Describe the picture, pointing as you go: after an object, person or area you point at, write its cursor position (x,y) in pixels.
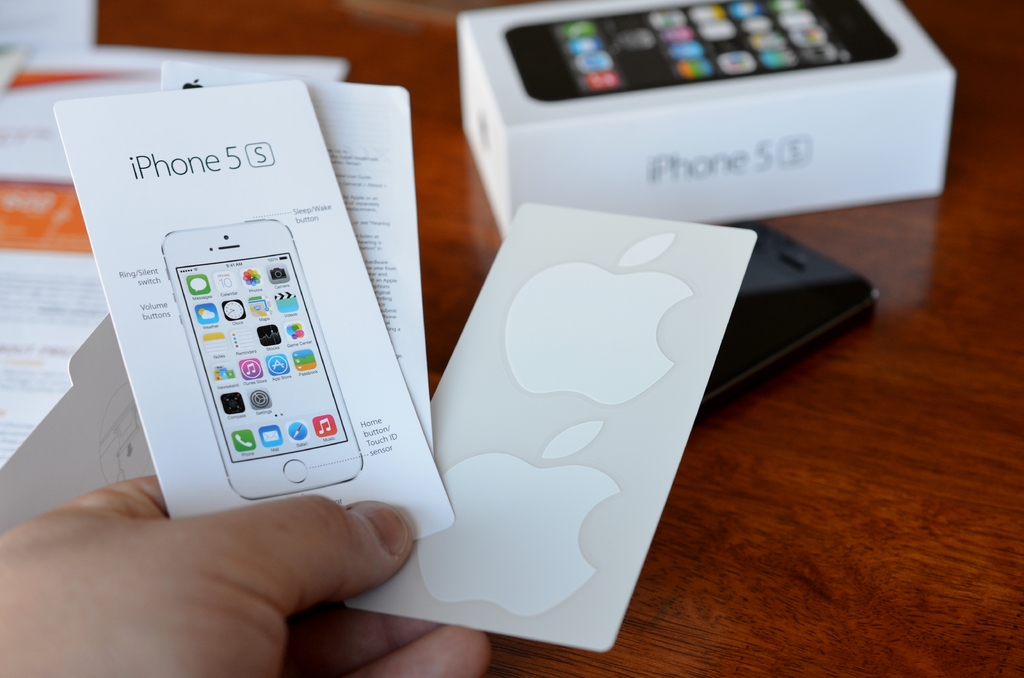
In this image I can see the person (375,505) holding the white color cards (323,380). To the side there is a table (813,511). On the table (690,578) I can see the mobile (808,319) and there is a white color box (616,80) of the mobile (822,316). To the left (12,102) there are papers (34,95).
